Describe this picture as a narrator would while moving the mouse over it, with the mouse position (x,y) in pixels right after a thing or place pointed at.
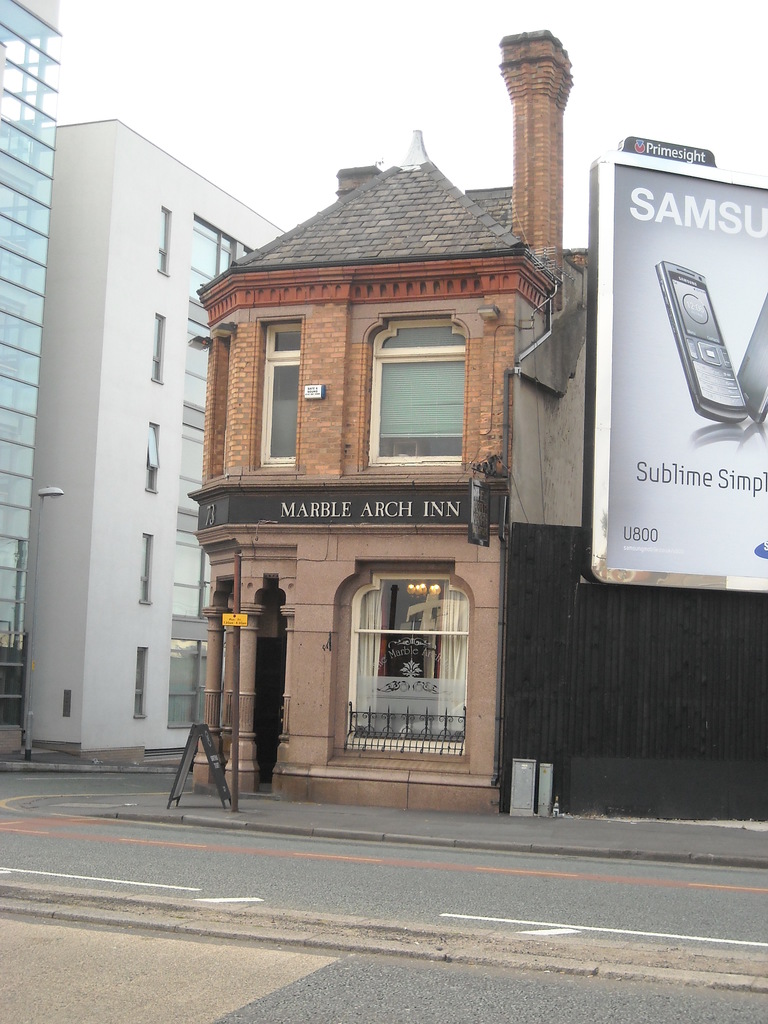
In this picture we can see a hoarding (620,281). On the left side of the hoarding (617,367) there are buildings (228,337) and poles (34,652). On the building (286,442) there is a name board (272,497) and in front of the building (241,631) there is a board (192,739) and some objects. Behind the buildings (180,437) there is the sky (294,3).
